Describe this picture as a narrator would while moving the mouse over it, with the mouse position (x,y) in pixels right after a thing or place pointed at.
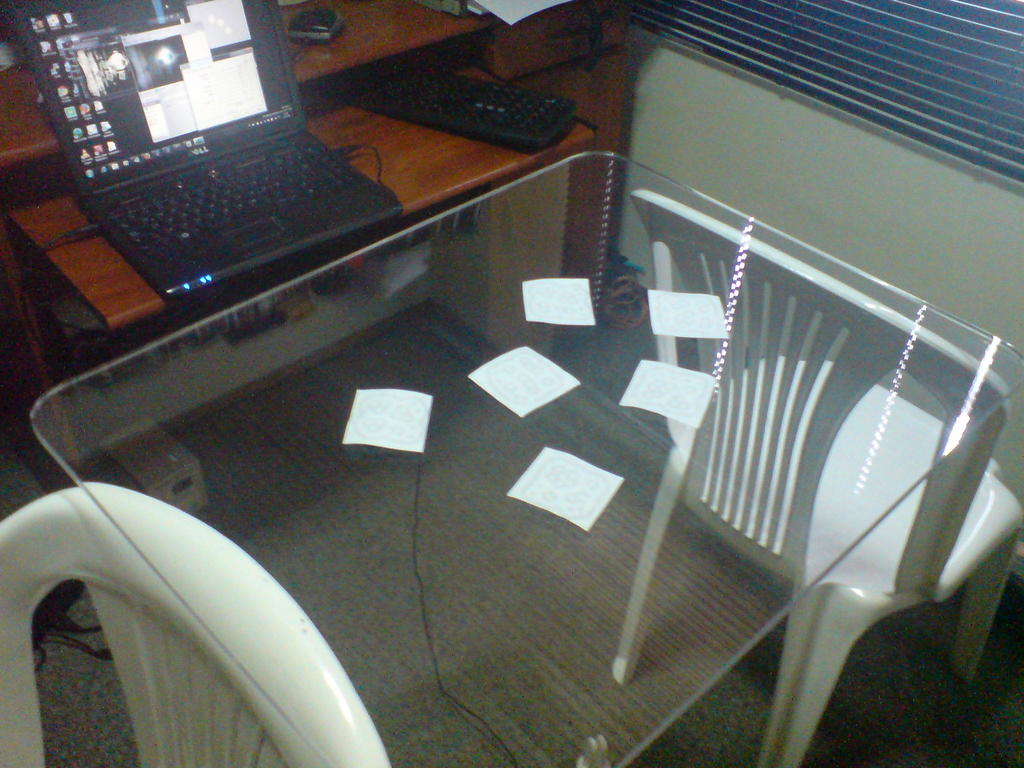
In this room (526,539) there is a table (473,643) and chairs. On a furniture (431,175) there is a laptop (214,156), keyboard (384,86), and mouse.
